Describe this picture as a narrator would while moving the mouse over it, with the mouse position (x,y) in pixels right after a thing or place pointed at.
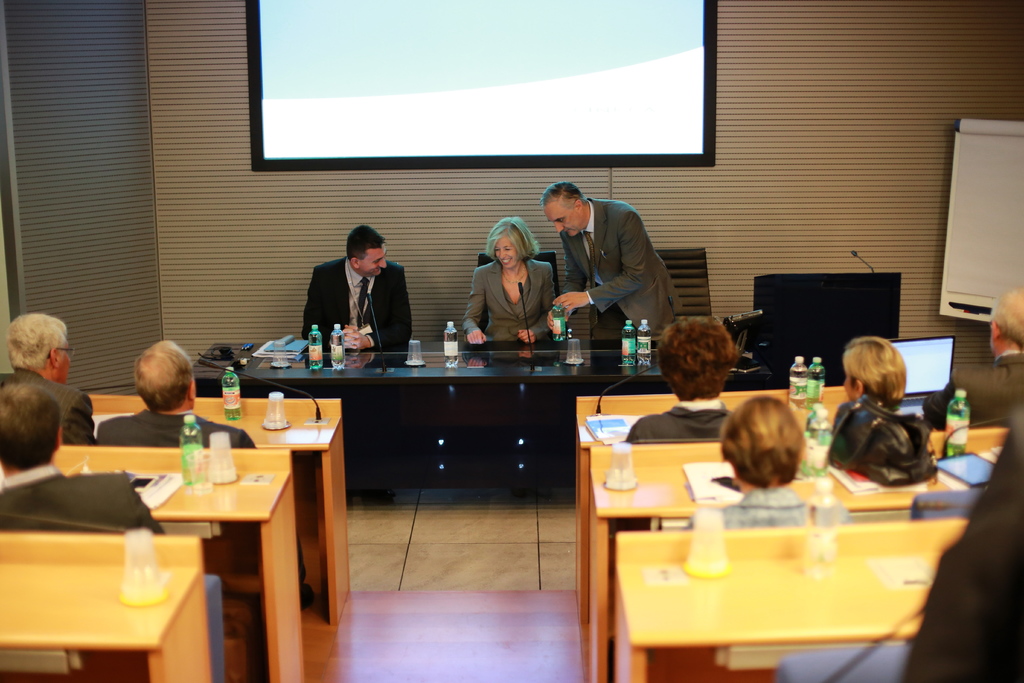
There are two persons (399,280) sitting in chairs (552,261) and there is another person (594,275) standing and holding a bottle (561,307) in his hand (569,301) beside them and there is a table (497,353) in front of them which has some objects (419,351) on it and there are group of people (766,473) sitting in front of them.
